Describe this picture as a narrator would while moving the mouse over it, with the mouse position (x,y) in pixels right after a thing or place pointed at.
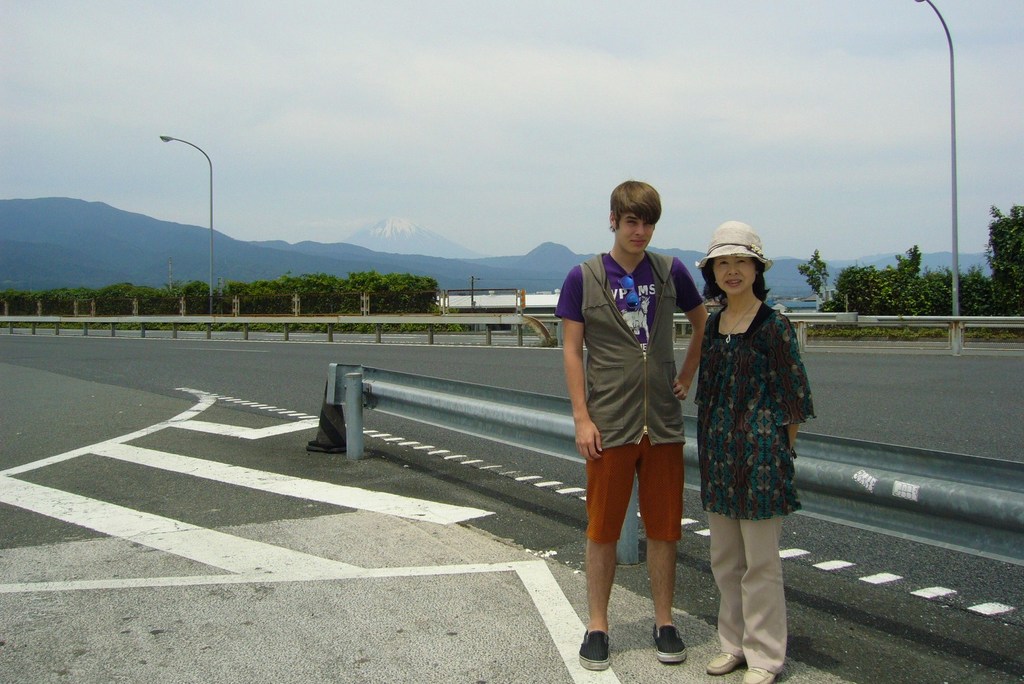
In this image there is a man (681,502) and woman (731,456) standing on a road (910,380), in the background (862,282) there are poles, trees (120,287), mountains (382,237) and the sky (649,27).
